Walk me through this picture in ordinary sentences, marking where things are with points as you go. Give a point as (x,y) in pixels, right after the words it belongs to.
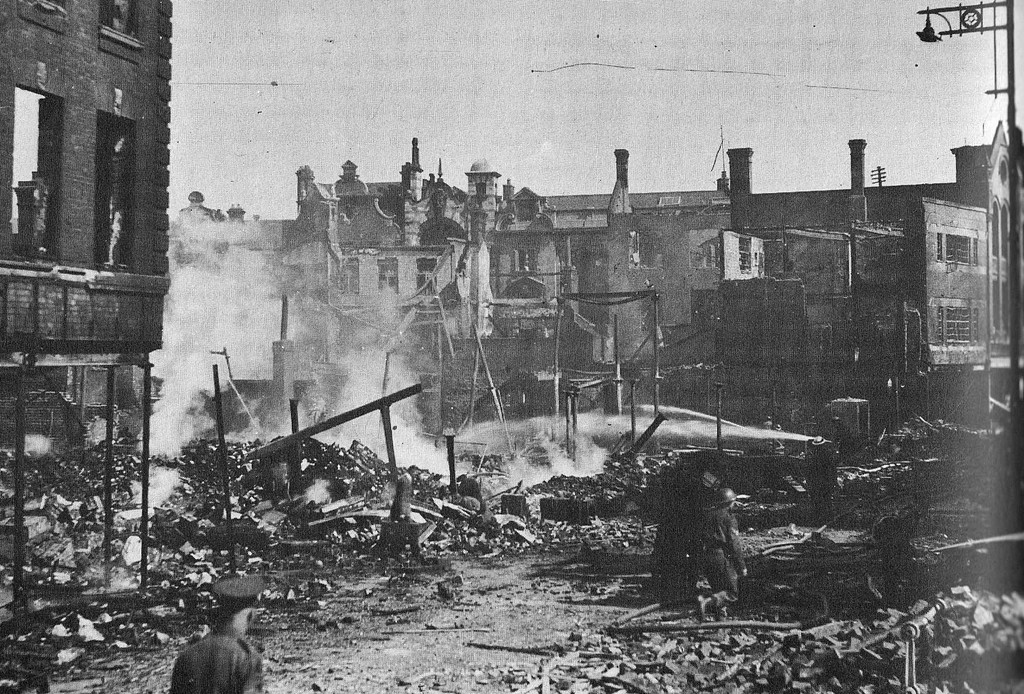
These are buildings (584,342), this is a person (238,652), this is sky (570,112).
